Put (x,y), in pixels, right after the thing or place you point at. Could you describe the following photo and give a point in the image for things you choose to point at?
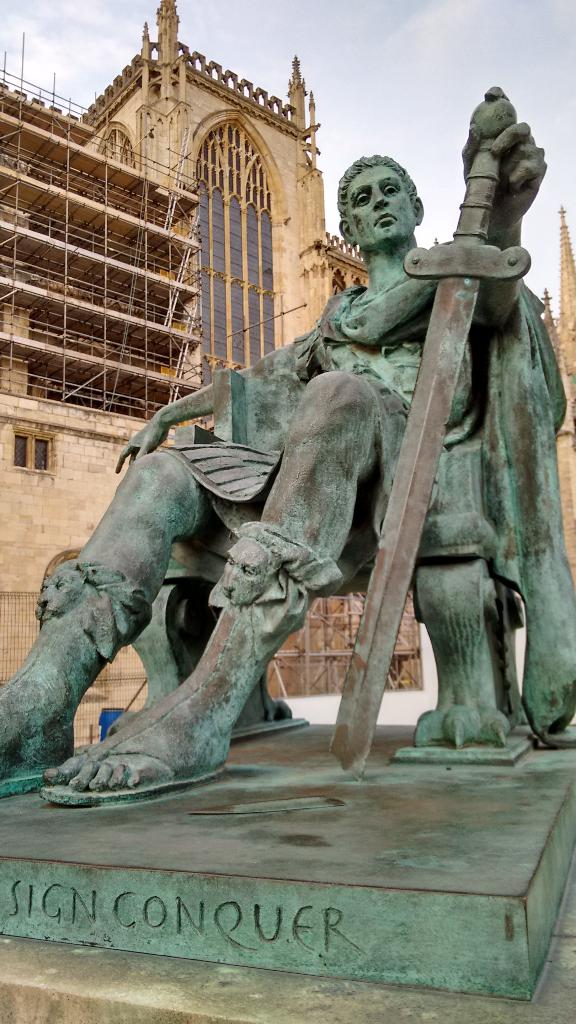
In this image at front (531,398) there is a statue (284,353). At the back side (251,292) there is a building (201,178). At the background (379,135) there is sky (467,49).
